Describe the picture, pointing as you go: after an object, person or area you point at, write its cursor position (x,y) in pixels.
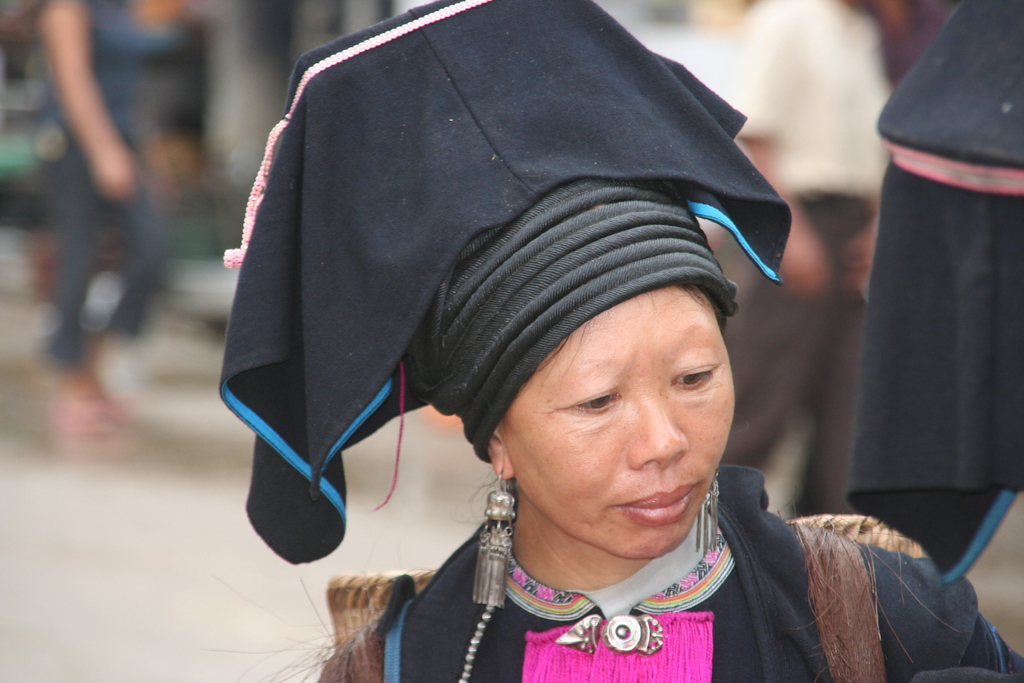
In this image I can see a person (603,563) wearing black and pink colored dress (724,621) and black colored hat (547,190). I can see the blurry background (76,74) in which I can see few persons (825,199) standing on the ground (215,459).
